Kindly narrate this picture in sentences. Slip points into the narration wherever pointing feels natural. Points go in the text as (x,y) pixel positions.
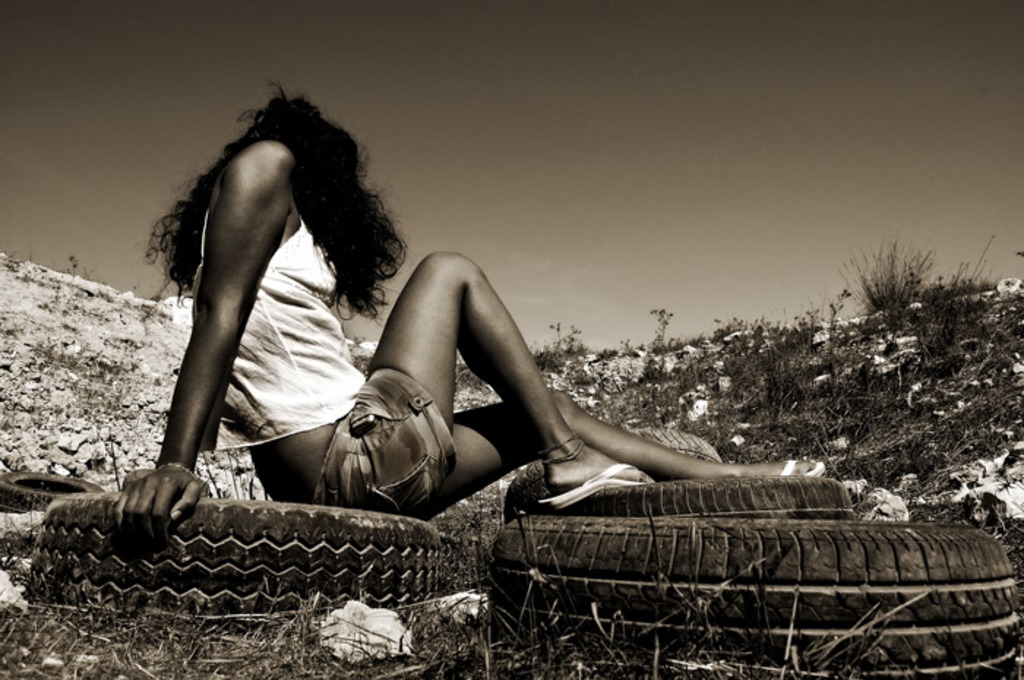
In this image we can see black and white picture of a woman (299,278) sitting on the Tyre (325,520). In the foreground (594,528) we can see group of tyres (633,592) and in the background (873,318) we can see group of plants (867,336) and sky (758,170).
